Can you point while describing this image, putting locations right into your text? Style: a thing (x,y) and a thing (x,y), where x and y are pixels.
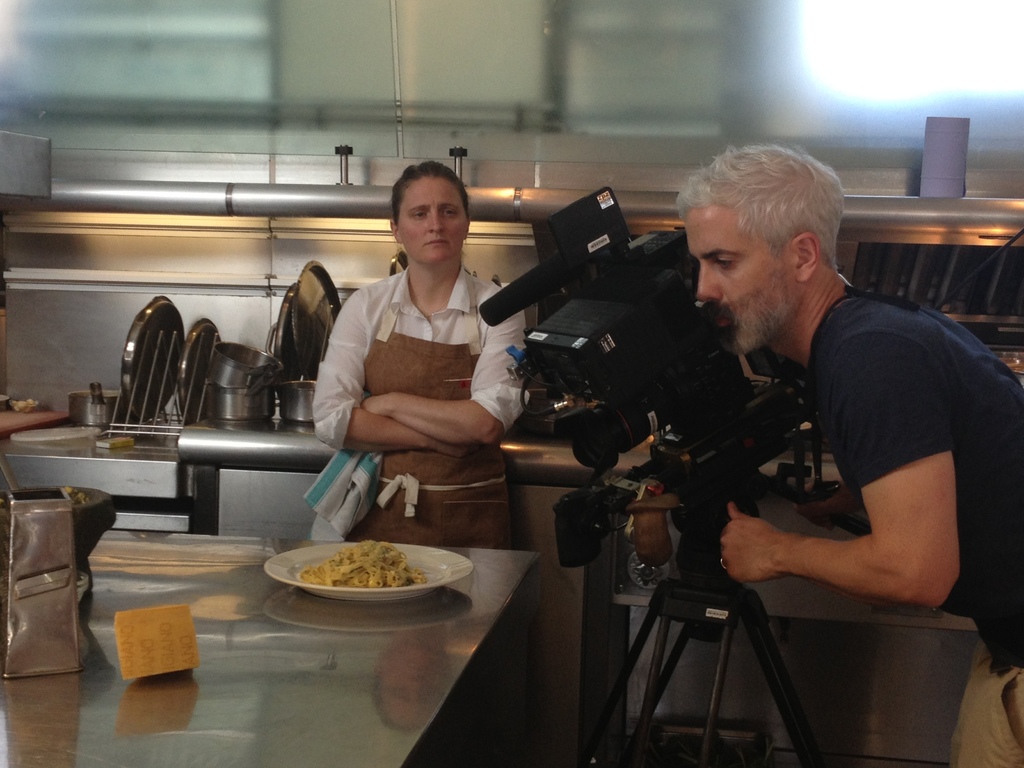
In this picture we can see a camera (640,438), two people (837,423) and in front of them we can see a plate (370,598) with food (369,558) on it, some objects (95,504) on the platform (188,571) and in the background (182,405) we can see plates (180,349), bowls (238,350), pipe (527,196), glass (629,24) and some objects (930,285).
